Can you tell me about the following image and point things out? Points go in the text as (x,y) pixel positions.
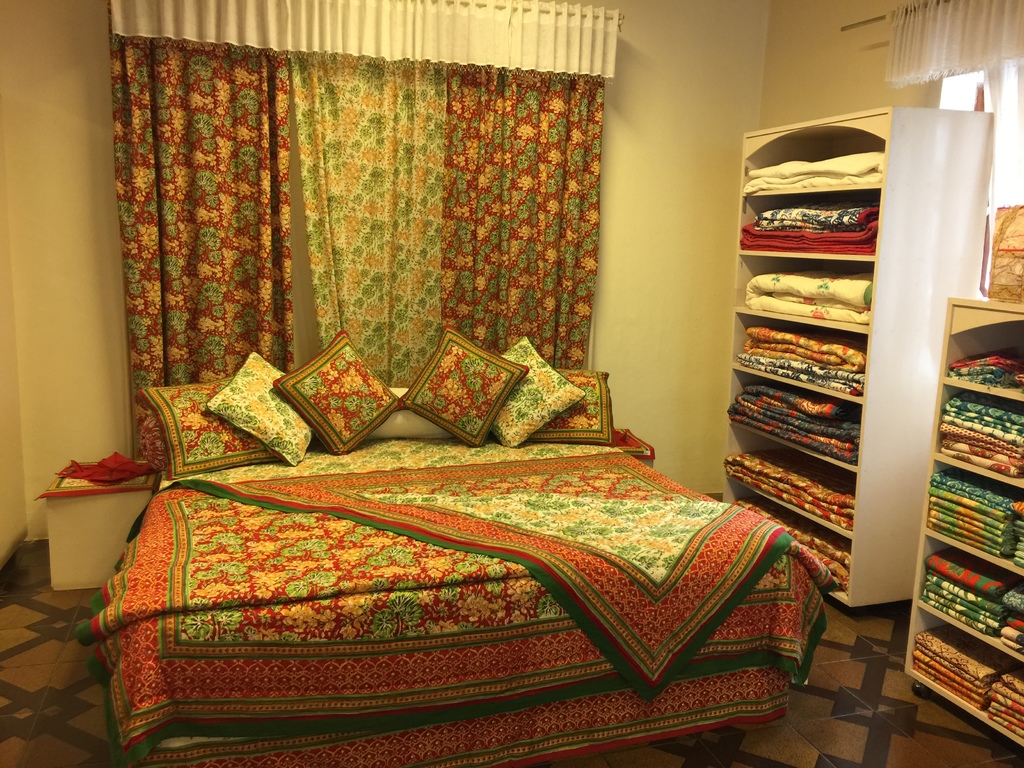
In this image there is a bed (506,463), pillows (327,409), table (106,499), cupboards (781,205), walls (680,109), curtains (527,104), tile floor (817,670), window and objects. In the cupboards (925,616) there are blankets (927,669).
